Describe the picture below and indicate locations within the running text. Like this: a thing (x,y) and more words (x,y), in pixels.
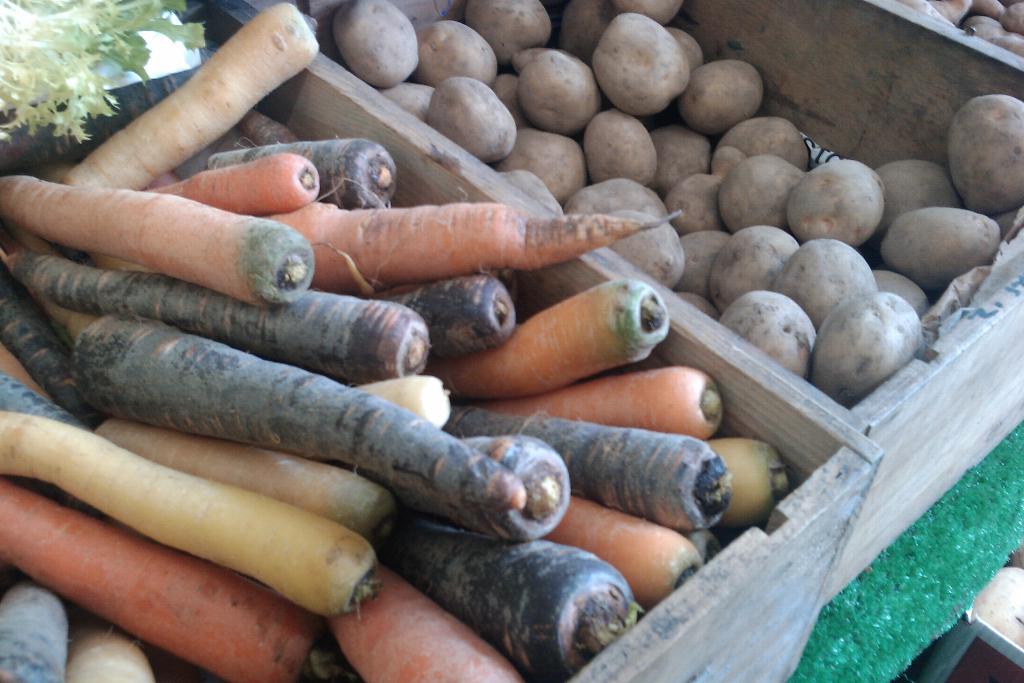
Here I can see some carrots (447,379) and potatoes (738,167) in the trays (847,505) which are made up of wood (887,424) and are placed on a table (953,572). On the left top of the image (49,57) I can see some leaves (83,42).
